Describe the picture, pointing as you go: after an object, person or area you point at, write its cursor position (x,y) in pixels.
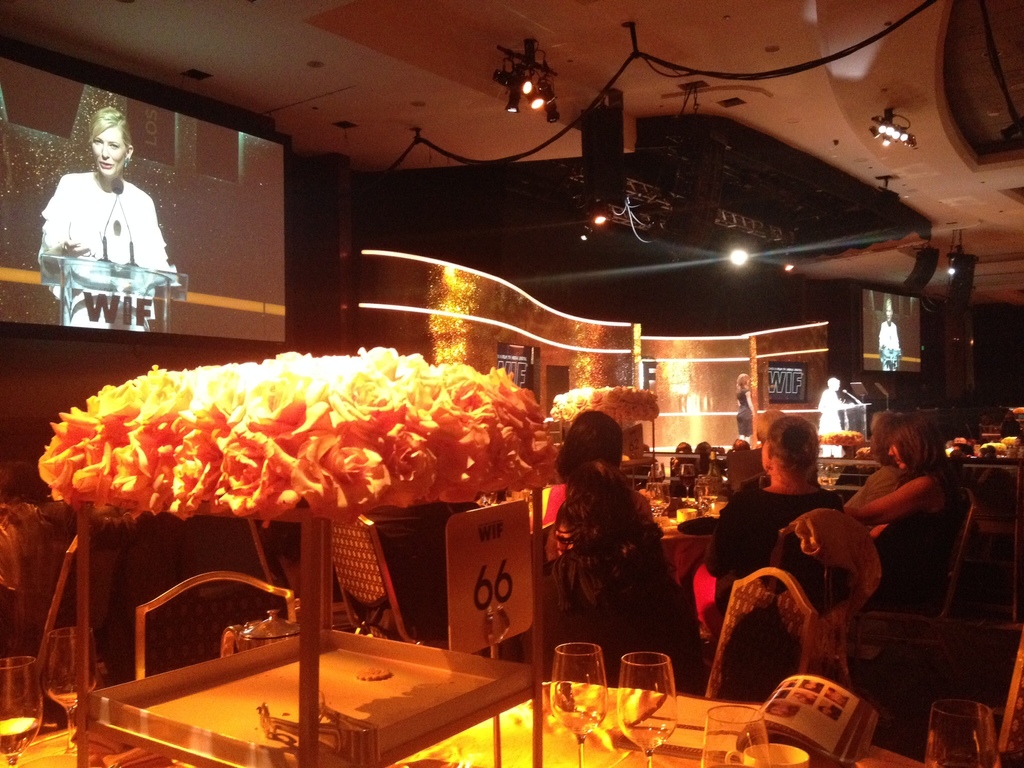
In this picture we can see some people (577,498) are sitting on chairs (736,629) and on the left side of the people (674,595) there is a table (596,752) and on the table (605,755) there are glasses (711,740), book (773,702), board (515,626) with a stand (499,715), flowers (311,446) and an object (304,580). In front of the people (602,507) there are projector screens (63,288) and other objects (733,410). On the screen (896,320) we can see a woman (97,221) is standing behind the podium (166,282) and on the podium (80,284) there are microphones (109,224). At the top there are lights (543,87) and cables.
